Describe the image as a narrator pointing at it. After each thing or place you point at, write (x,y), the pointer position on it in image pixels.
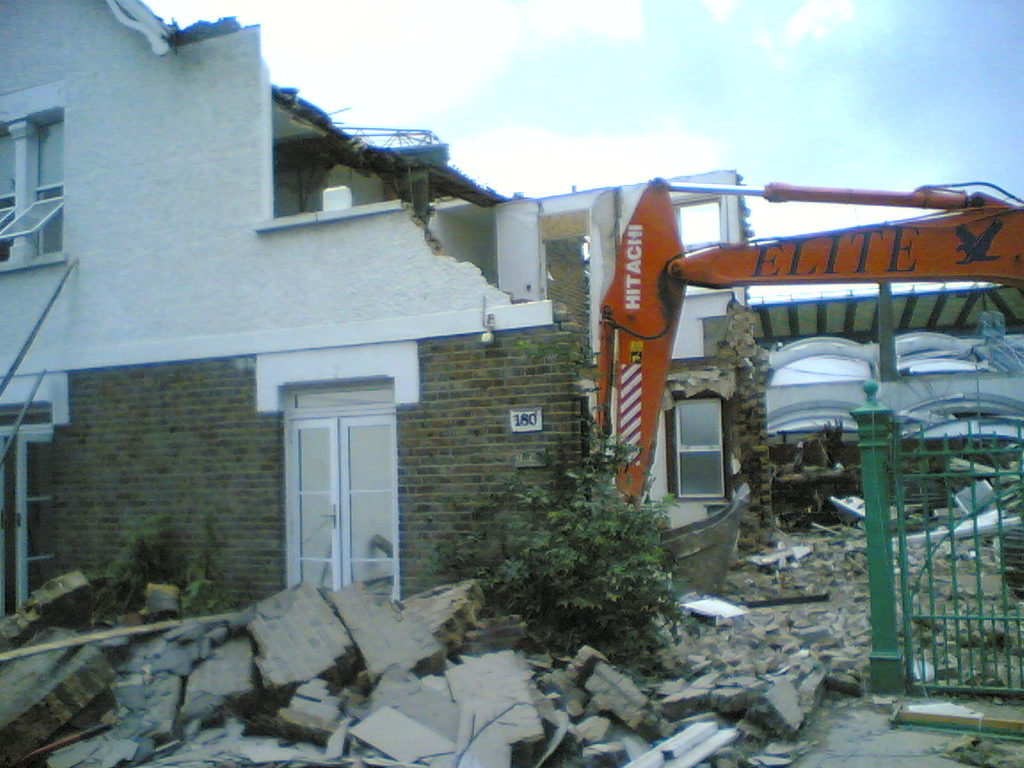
Here in this picture we can see a house (220,212) being collapsed by a crane (798,277) present over there and we can see windows (31,463) on the house (322,525) and we can see plants (551,565) and gate (871,669) also present over there and we can see clouds (798,20) in sky (962,103).
